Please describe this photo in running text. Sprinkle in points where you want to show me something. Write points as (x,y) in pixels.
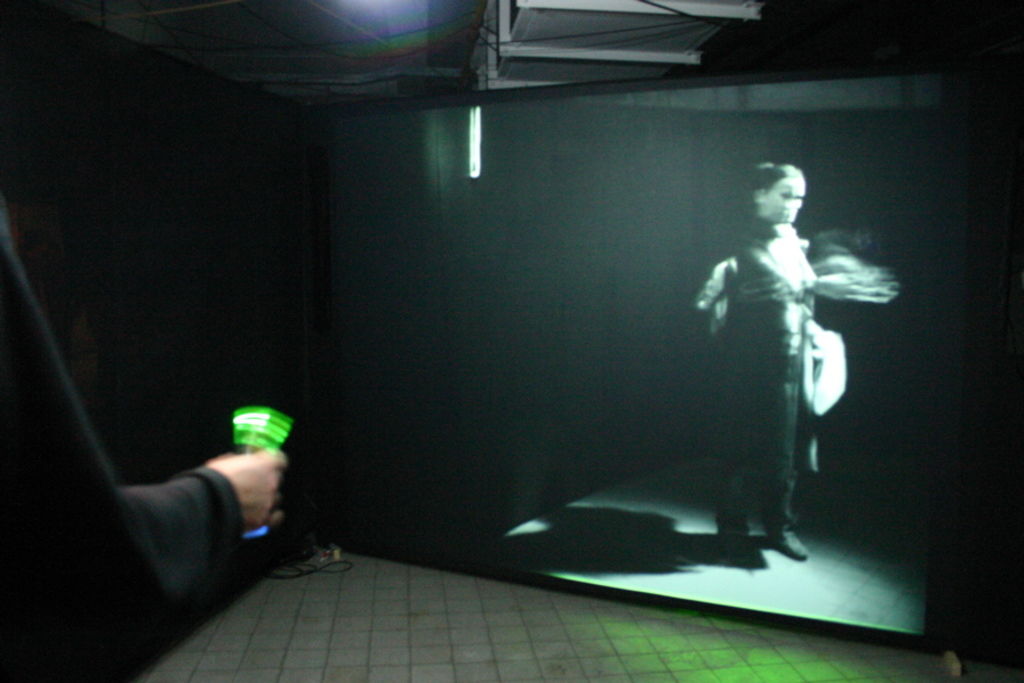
In this picture I can see a person's hand (267,494) in front (280,483) and I see that, the person (184,593) is holding a green color thing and I can see the path (346,617) on the bottom side of this picture (548,634). In the background (431,441) I can see the screen (780,303), on which I can see a person (721,287) and a light (474,134).
